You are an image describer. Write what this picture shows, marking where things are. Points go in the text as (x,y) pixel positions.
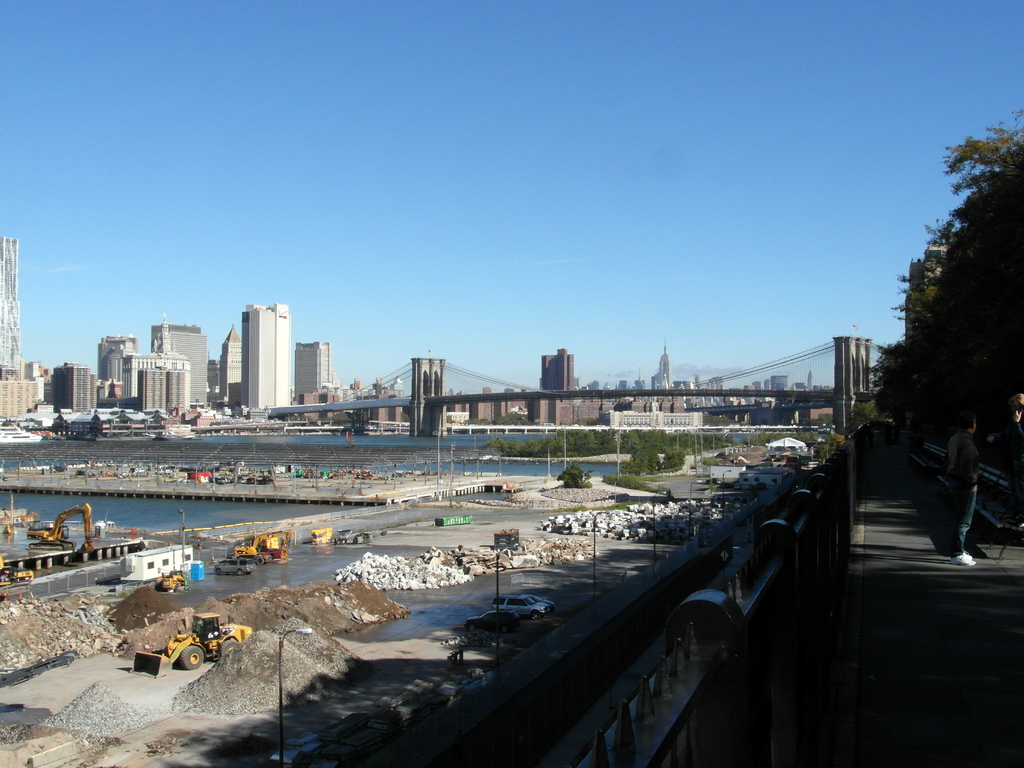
In this image I can see the ground (432,541), few vehicles (257,547), few poles (281,648), few rocks (614,515), a bridge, the water (16,501), few persons (961,471), few benches (983,470), few trees (919,307) and few buildings (301,400). In the background (135,142) I can see the sky (415,198).
